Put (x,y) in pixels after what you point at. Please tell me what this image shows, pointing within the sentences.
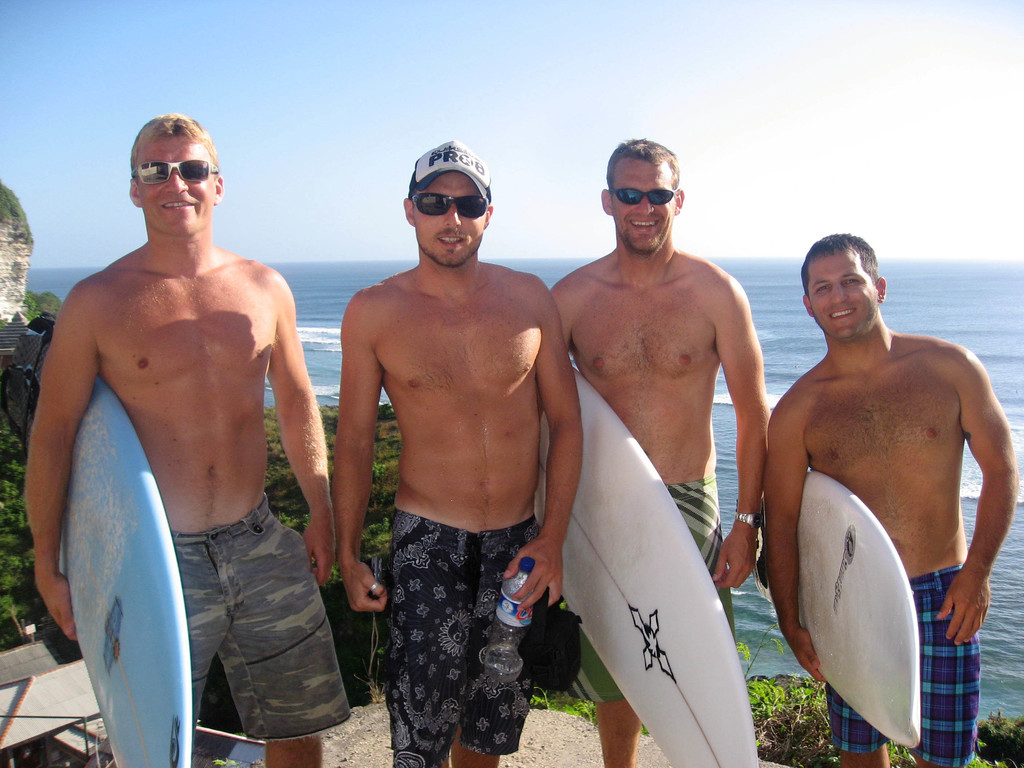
In there are four men (632,313). A man (237,378) to the left side (238,423) is standing and holding a surf (187,619) in his hand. Beside him there is a man (531,508) standing and holding a bottle (524,617) in his hand (532,551) and he is wearing cap (469,179) on his head (477,221). Beside him there is a man (691,294) standing and holding white surf board (662,527). And to the right side (887,425) there is a man (885,471) standing and holding white surf board (863,595). In the background (940,316) there is a sea (370,281). In the bottom left (28,596) there are some plants (16,471) and hills (15,276).
